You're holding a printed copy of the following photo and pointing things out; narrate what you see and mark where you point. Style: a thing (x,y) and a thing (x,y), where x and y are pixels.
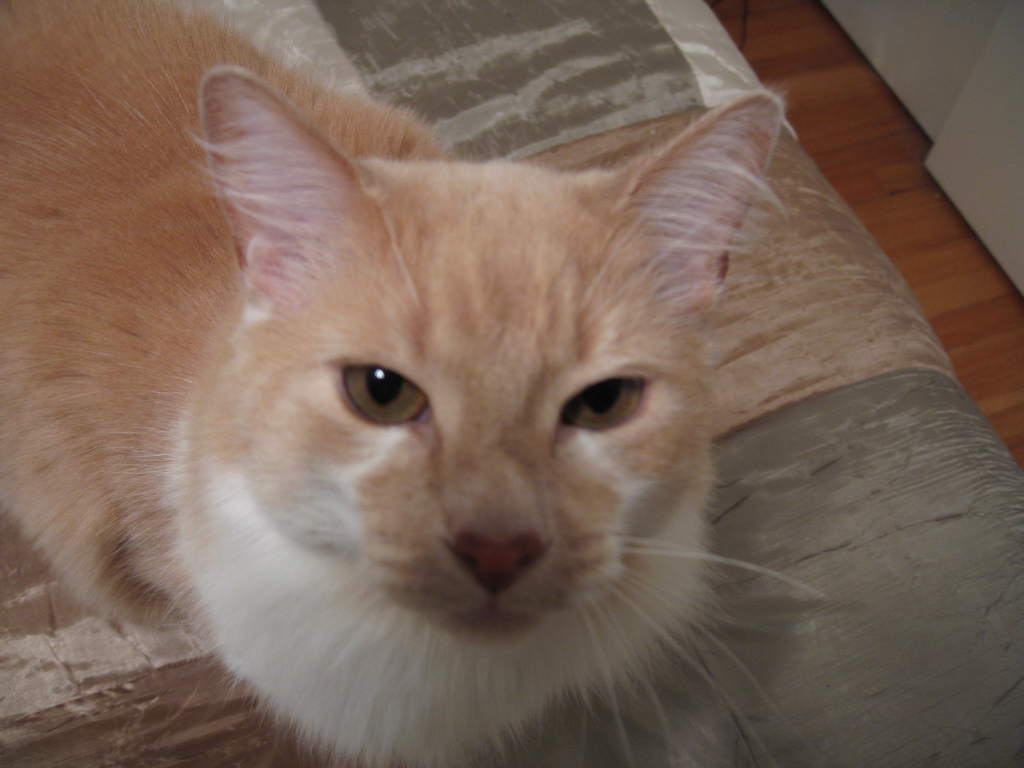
In the picture we can see a cat (277,602) standing on the bed (957,546) on the wooden floor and the cat (78,266) is cream in color with some part (387,638) white under it.
